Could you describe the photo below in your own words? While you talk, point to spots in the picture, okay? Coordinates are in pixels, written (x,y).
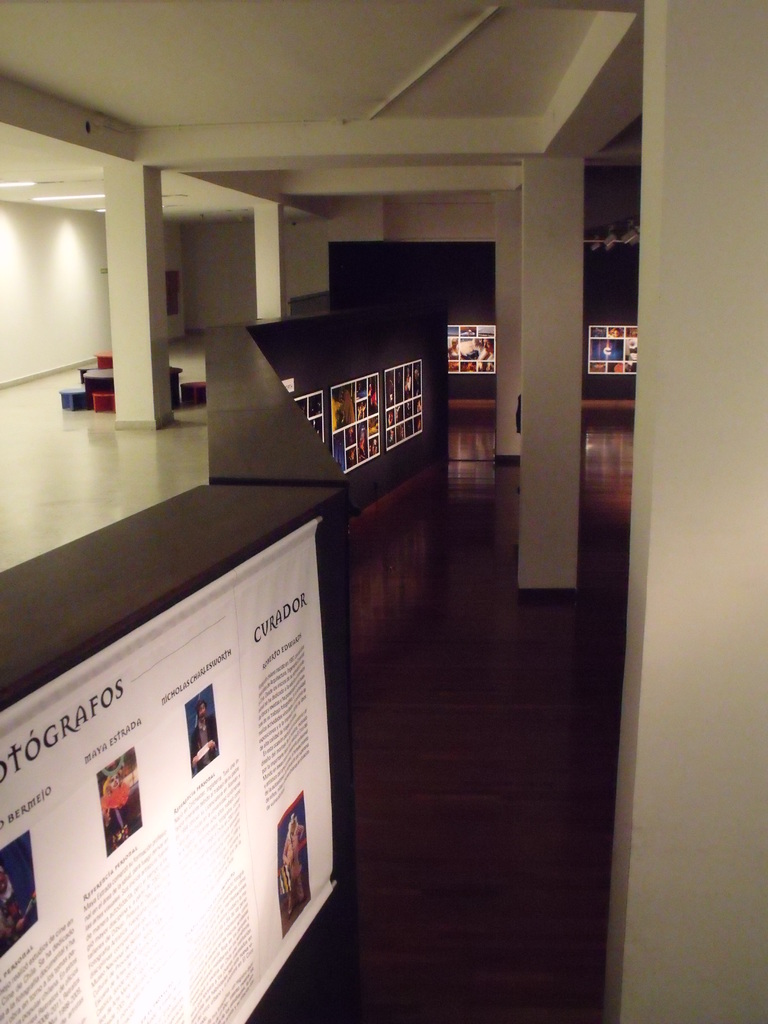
In the center of the image (364,413) there are banners (331,409). There are pillars (523,371). At the top of the image (185,98) there is roof (169,95). In the background of the image (390,268) there is a black color banner (398,340). At the bottom of the image (526,931) there is floor (437,964).
